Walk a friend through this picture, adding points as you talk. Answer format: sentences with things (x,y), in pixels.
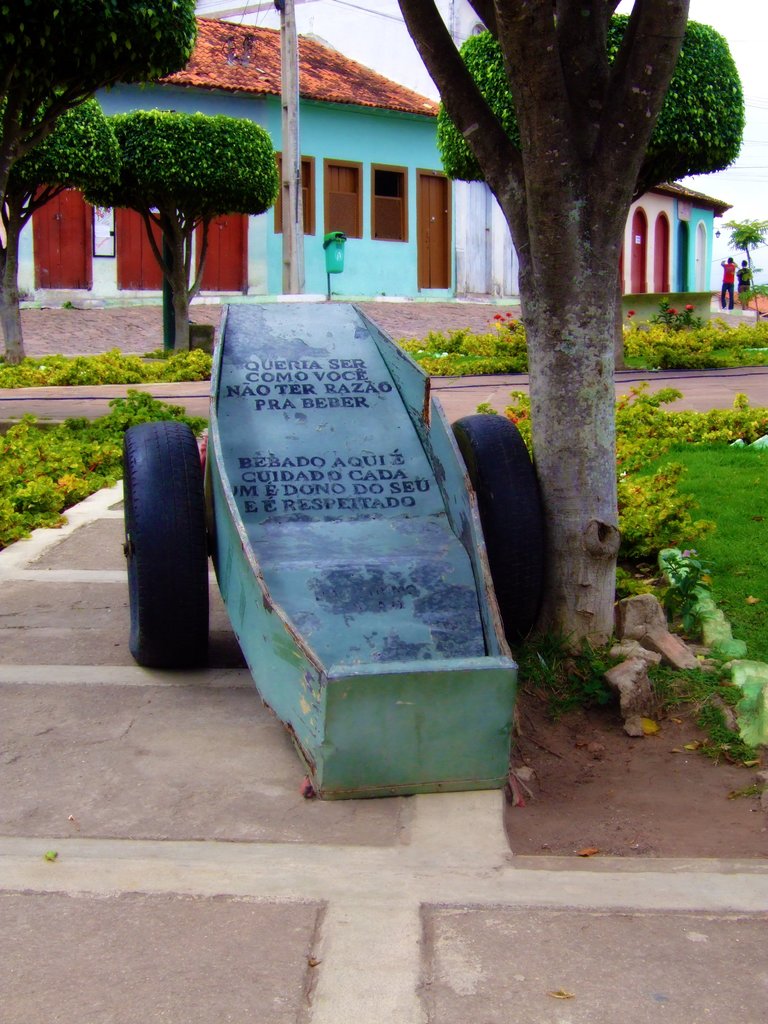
In this image there is a house (383,195), there are doors (428,257), there are windows (384,189), there are two men (725,280) walking towards the right of the image (724,264), there are plants (269,189), there is a tree trunk (577,273) towards the top of the image (572,169), there is grass (741,520) towards the right of the image (756,588), there are plants (80,479) towards the left of the image (32,481), there is ground (475,946) towards the bottom of the image (407,952), there is a pole (299,146) towards the top of the image (296,220), there is an object (354,503) that looks like a vehicle (353,543) is on the ground (113,558).
